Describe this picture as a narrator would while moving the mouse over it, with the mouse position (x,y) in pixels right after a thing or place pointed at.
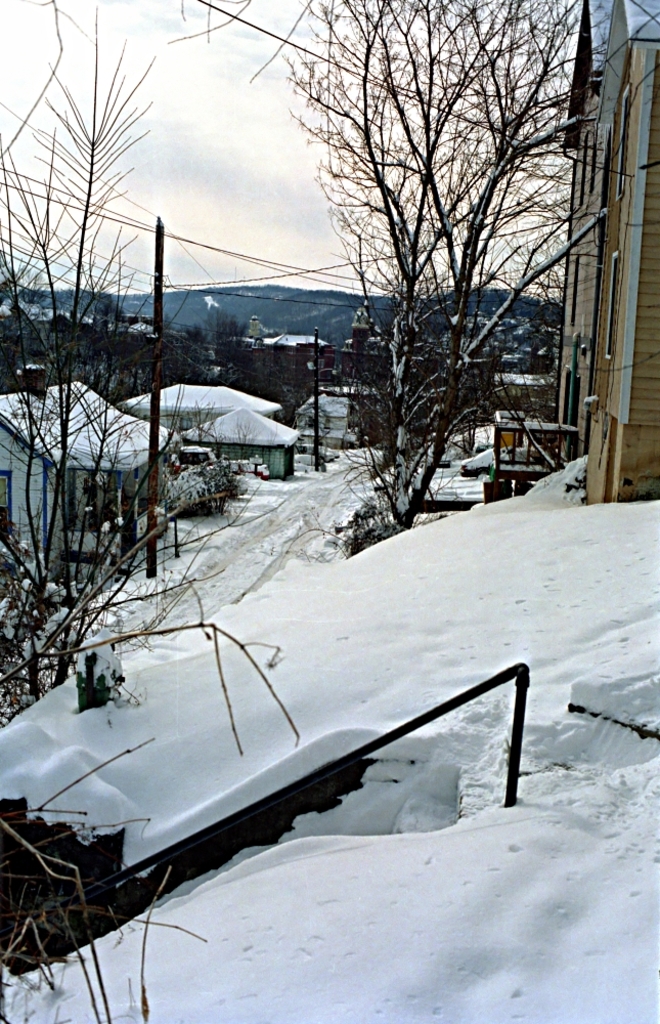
In front of the image there is a metal rod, dried branches (51,600) of trees (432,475), metal pipe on the snow surface (381,710), behind that there are trees (111,357) and buildings (88,421) covered with snow (253,434), on top of the image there are cables (32,193) passing through, in the background of the image (347,330) there are mountains (249,302), at the top of the image (307,262) there are clouds (189,275) in the sky (490,257).
